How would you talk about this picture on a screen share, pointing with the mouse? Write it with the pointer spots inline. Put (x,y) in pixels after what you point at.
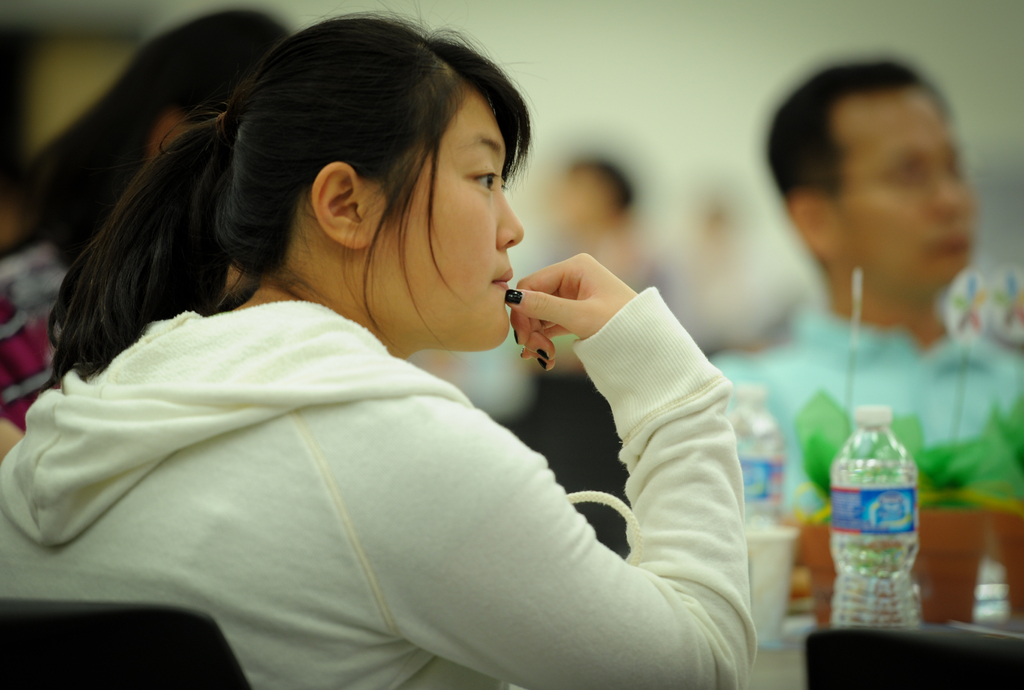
In this image I see a woman (345,48) who is sitting and I can also see there are 2 bottles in front. In the background (925,398) I can see few people (816,250) who are blurred.
